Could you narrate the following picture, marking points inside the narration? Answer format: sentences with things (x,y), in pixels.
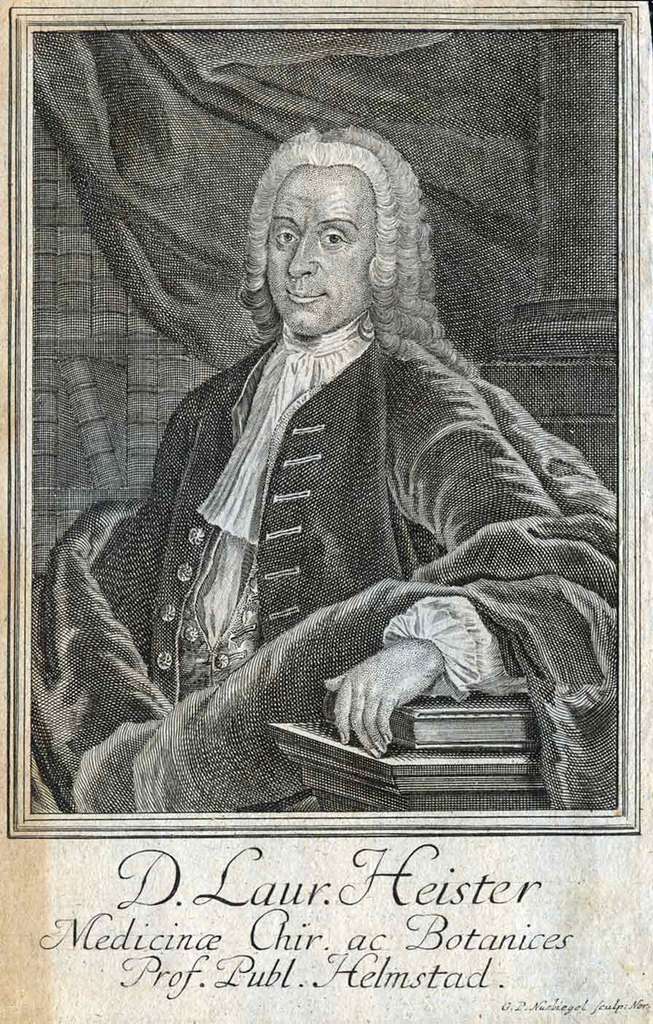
Here I can see a picture of a person (282,506). Beside this person (452,664) there are some books (459,741). At the bottom of this picture (243,893) I can see some text (339,904). This is a black and white image.
